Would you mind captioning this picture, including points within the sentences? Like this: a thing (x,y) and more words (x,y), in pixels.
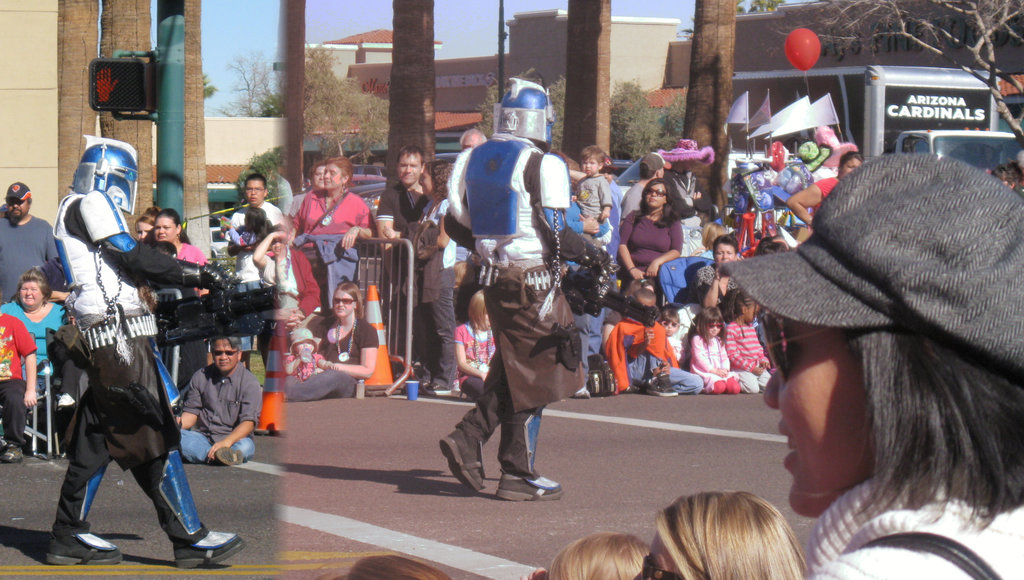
This is a edited image. In the center of the image (556,231) there are two people (507,457) walking on the road (561,434) wearing a mask (539,121). In the background of the image (31,193) there are people (165,219) standing. There are buildings (341,41). There are trees (272,92). At the bottom of the image (788,567) there are people (866,507). To the right side of the image (925,75) there is a truck (928,78). There are flags (787,118).
